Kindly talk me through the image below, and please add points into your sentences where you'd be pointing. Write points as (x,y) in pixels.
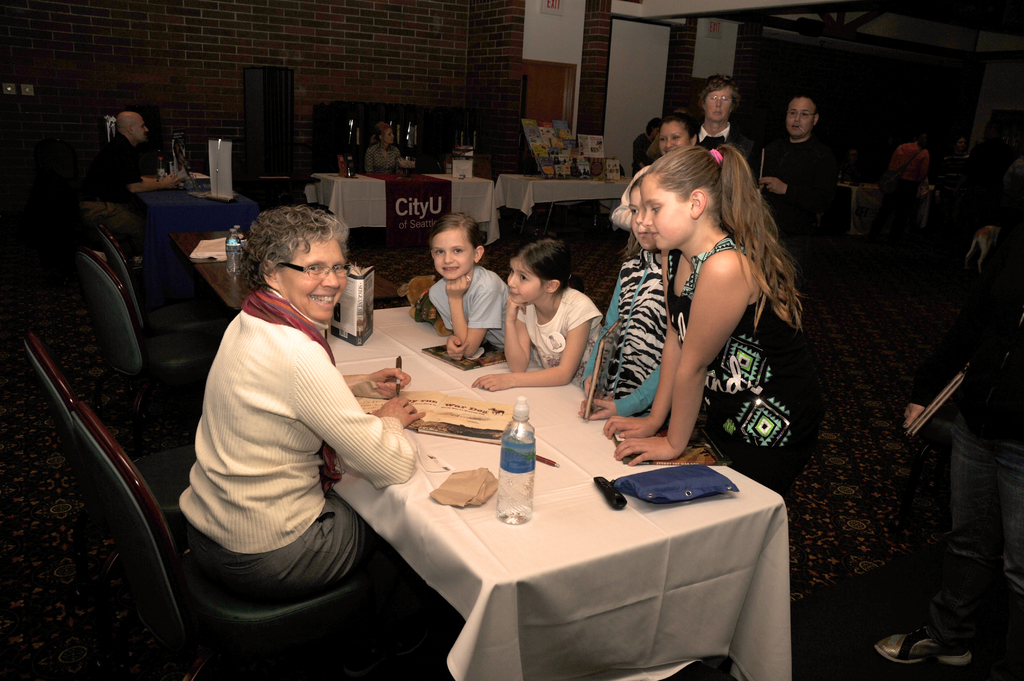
In this image I can see people (956,339) where few of them are sitting and rest all are standing. I can also see few chairs (147,520) and few tables (402,221). On this table (579,518) I can see a bag (654,482) and a bottle (519,440).
